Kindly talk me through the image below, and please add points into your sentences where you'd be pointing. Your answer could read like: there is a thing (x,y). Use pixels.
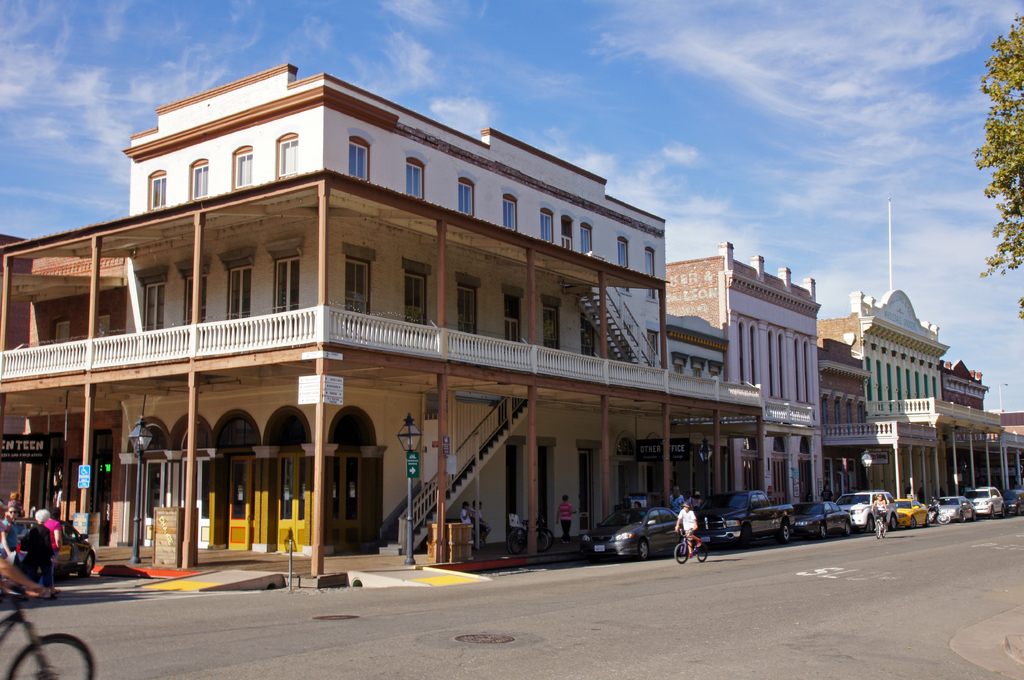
There are buildings (466,250) in the middle of an image (450,325), on the right side (714,529) few cars (1014,500) are parked on the road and there are trees (1022,110). At the top (628,75) it is the blue color sky (643,83).
